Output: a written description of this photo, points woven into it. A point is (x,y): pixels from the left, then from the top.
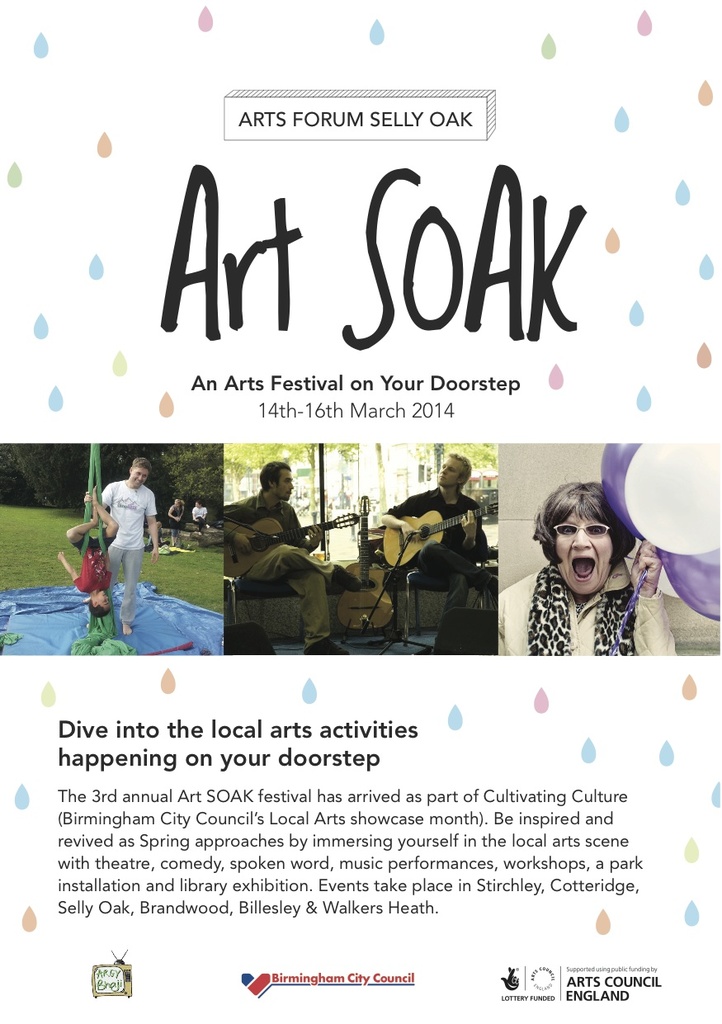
A picture consists of one slide (270,745) in which in the middle (480,535) there are two people (450,572) are sitting and playing guitar (415,539) and at the right corner (623,632) one woman (637,574) is holding balloons (649,541) and wearing glasses (567,535) and in the left corner (87,551) one boy (105,596) is hanging upside down from a cloth (99,533) and one person (131,551) is standing, behind him there are trees (153,479) and in the slide (645,501) there is some text (181,880).
